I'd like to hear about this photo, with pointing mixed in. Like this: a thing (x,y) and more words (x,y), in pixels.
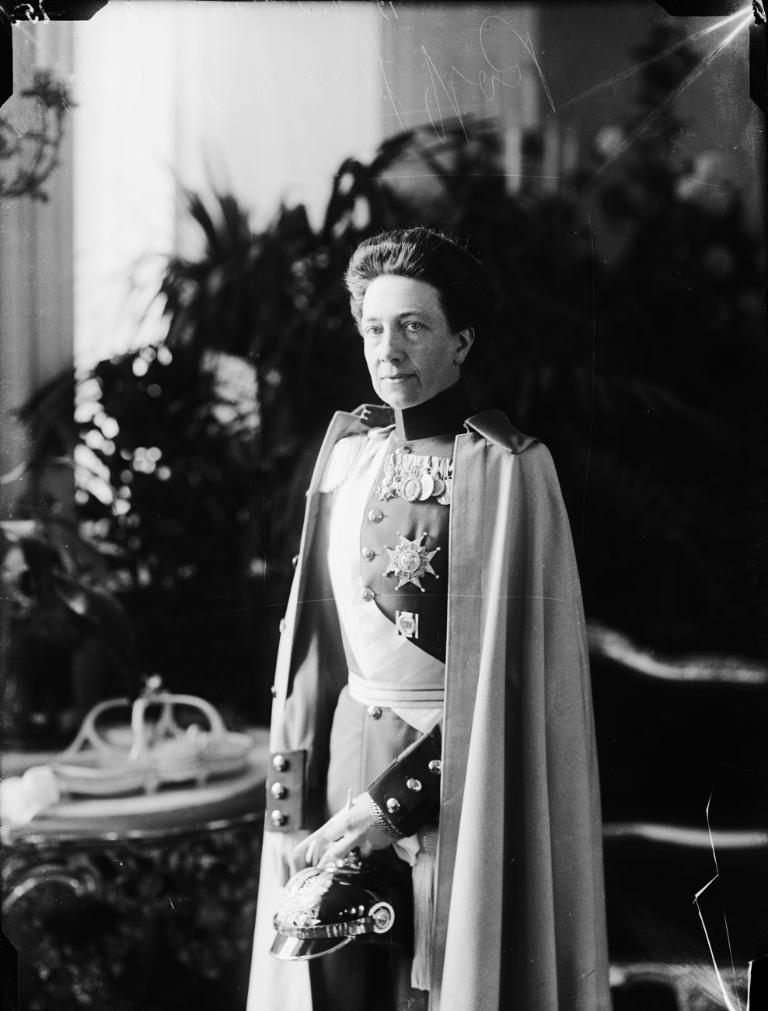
This is black and white picture where one woman (351,737) is standing she is wearing uniform (452,747). Behind her plants (294,213) are there.
